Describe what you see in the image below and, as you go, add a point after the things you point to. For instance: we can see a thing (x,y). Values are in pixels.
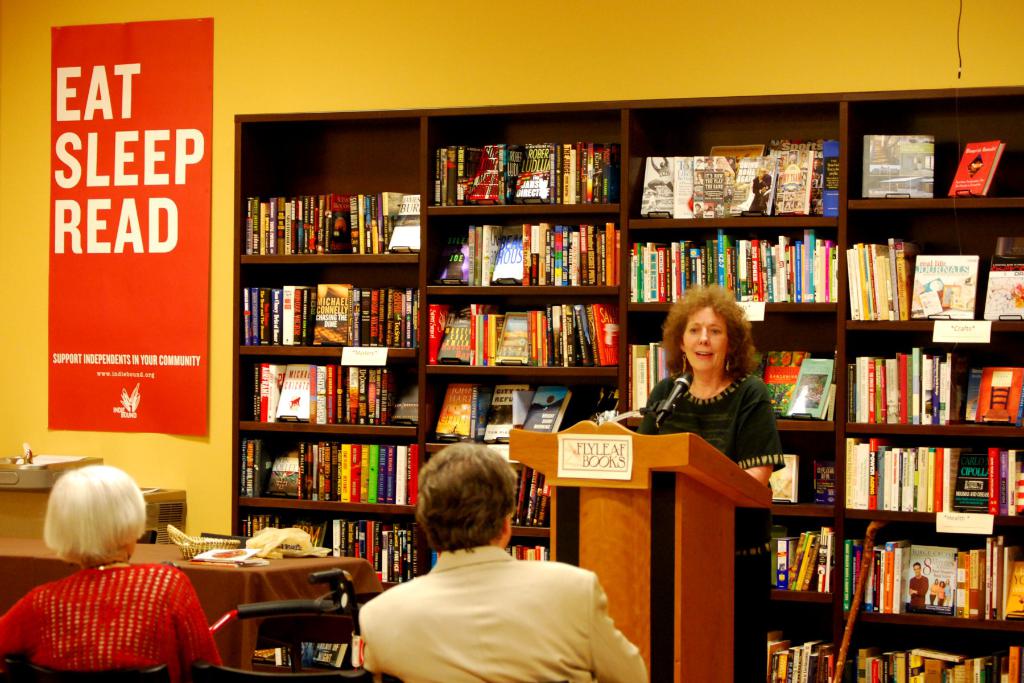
In this image there are some book racks (914,210), and in the book racks (576,290) there are some books (718,270) and also there is one woman (714,429) standing and talking in front of her there is a podium (650,447) and mike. And at the bottom (197,632) there are two people (504,641) sitting, and on the left side (192,567) there is table (166,549). On the table (247,546) there is cloth (143,554) and some objects (174,530) and some machine (58,465) is there, and on the left side of the image (208,140) there is a board (121,170). On the board (133,187) there is text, and in the background (442,53) there is a wall (552,68).
